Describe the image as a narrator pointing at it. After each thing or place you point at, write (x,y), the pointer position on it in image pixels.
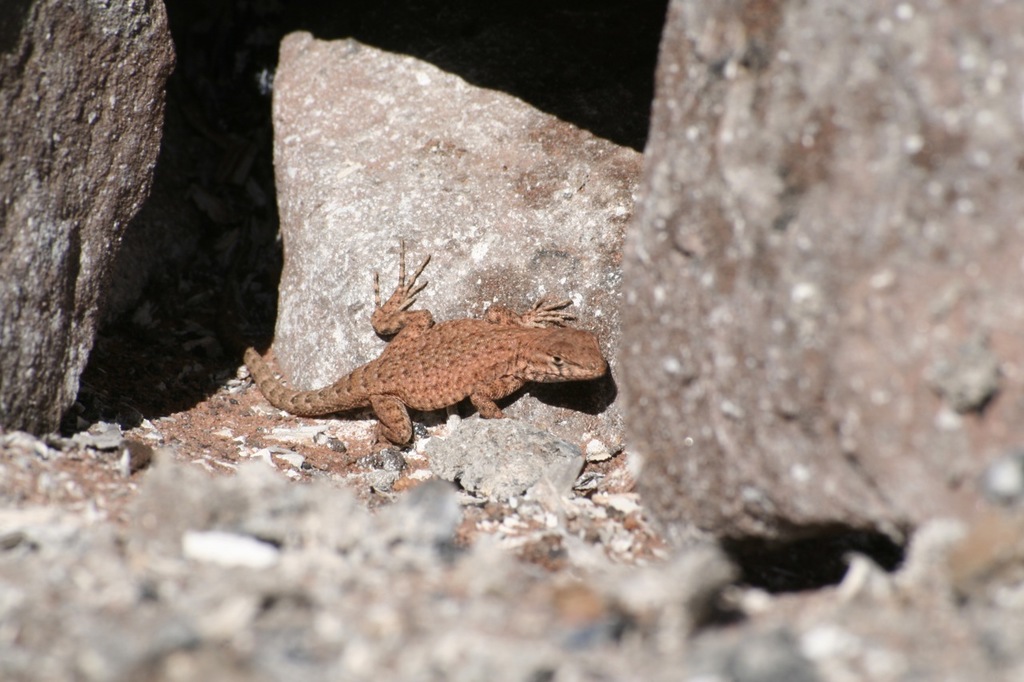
In the picture I can see a lizard (463,375) which is on the rock (315,353) and there is another rock (67,295) on either sides of it.
